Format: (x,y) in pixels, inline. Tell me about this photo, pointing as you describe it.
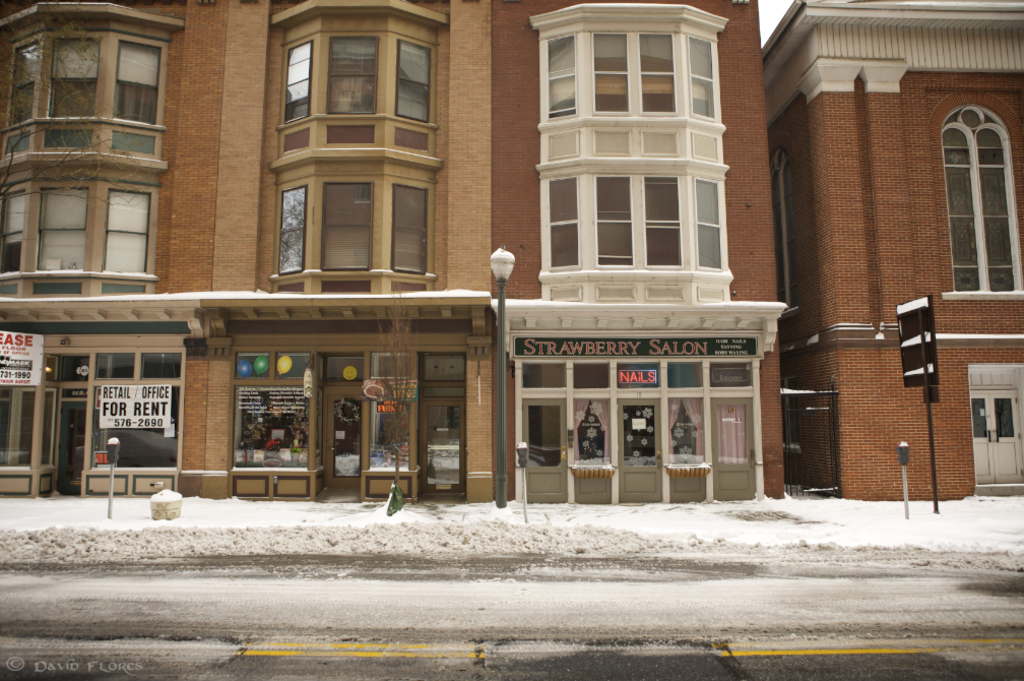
In this image in the center (403,435) there are some buildings (328,435), glass doors (72,410), poles (927,403) and windows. At the bottom (139,531) there is snow (700,534) and a walkway (975,665).
